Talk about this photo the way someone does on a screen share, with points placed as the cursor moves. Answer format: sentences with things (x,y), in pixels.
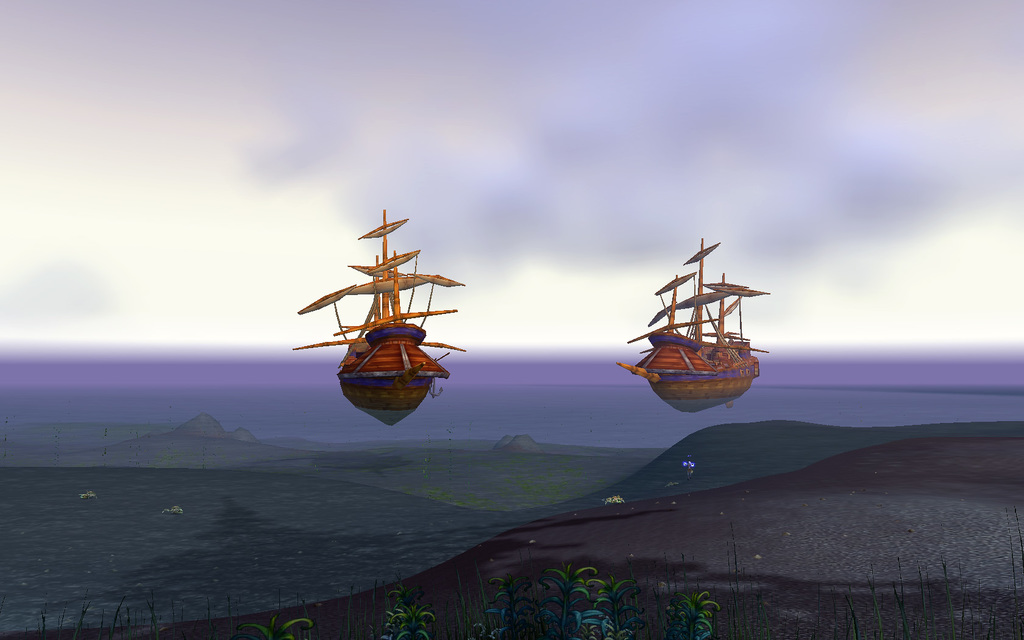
This is an edited and graphical image where there are two boats (421,368) on the water (473,371) in the center (468,370) and the sky (445,153) is cloudy and there are plants (612,609) in the front (578,605).
